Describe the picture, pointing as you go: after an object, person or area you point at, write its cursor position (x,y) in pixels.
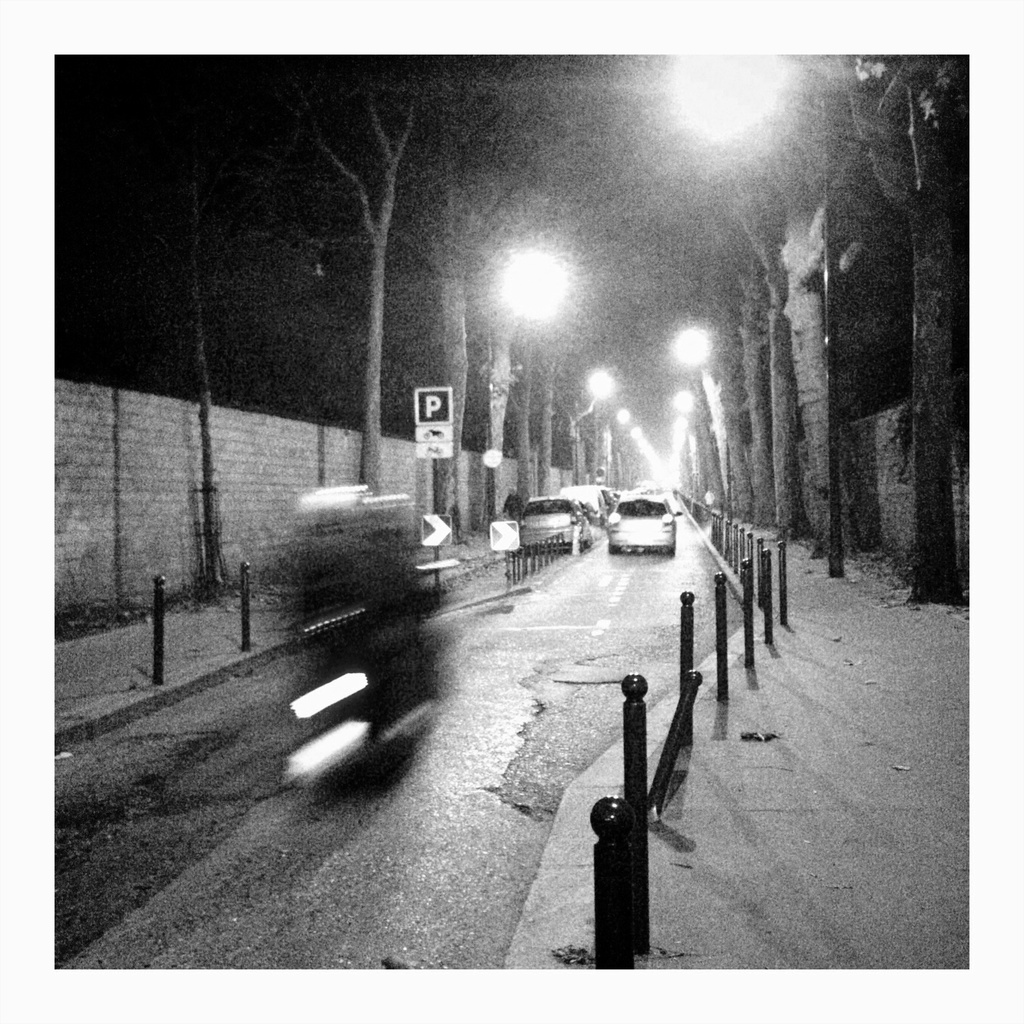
We can see vehicles (602,501) on the road (372,809) and poles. We can see lights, board (423,449), trees (211,513) and wall (256,464). In the background (475,385) it is dark.
